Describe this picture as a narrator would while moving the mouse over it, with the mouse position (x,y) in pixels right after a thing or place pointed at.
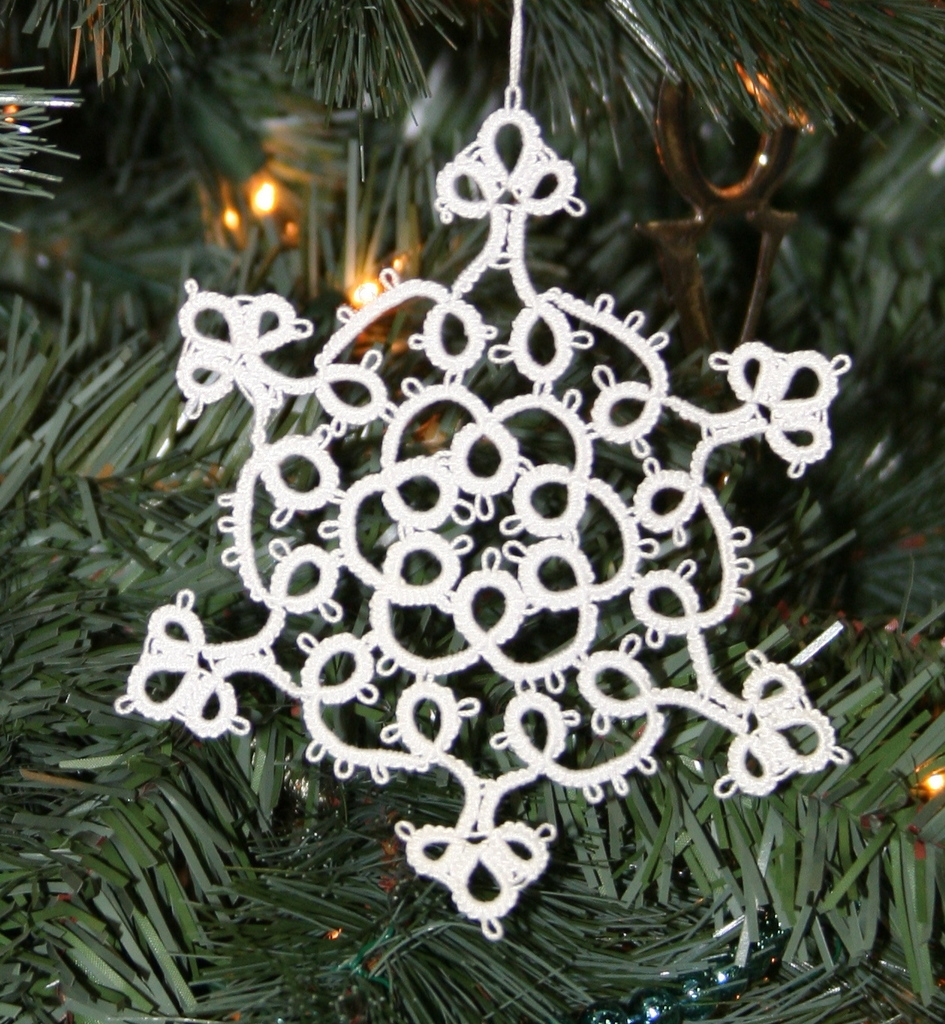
In the image there is a white colored decorative thing (470,430). Behind that there are leaves (512,1015) and also there are lights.
